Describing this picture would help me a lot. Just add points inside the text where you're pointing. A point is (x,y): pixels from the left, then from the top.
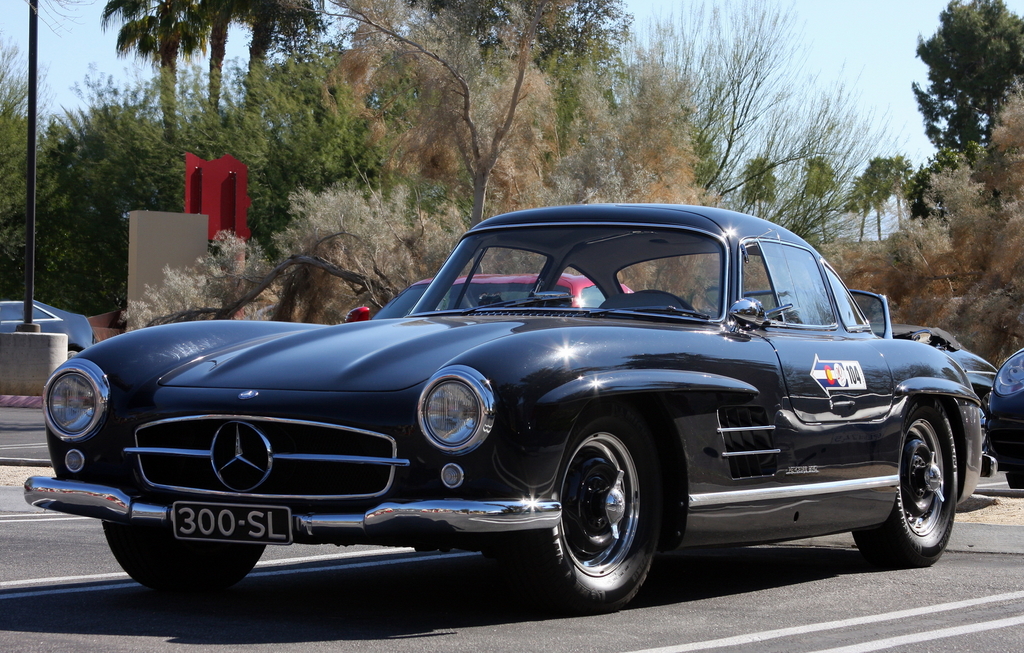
In this picture we can see some vehicles (603,358) on the road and behind the vehicles (321,420) there is a pole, a red board (231,206), trees (178,192) and the sky (803,93).
